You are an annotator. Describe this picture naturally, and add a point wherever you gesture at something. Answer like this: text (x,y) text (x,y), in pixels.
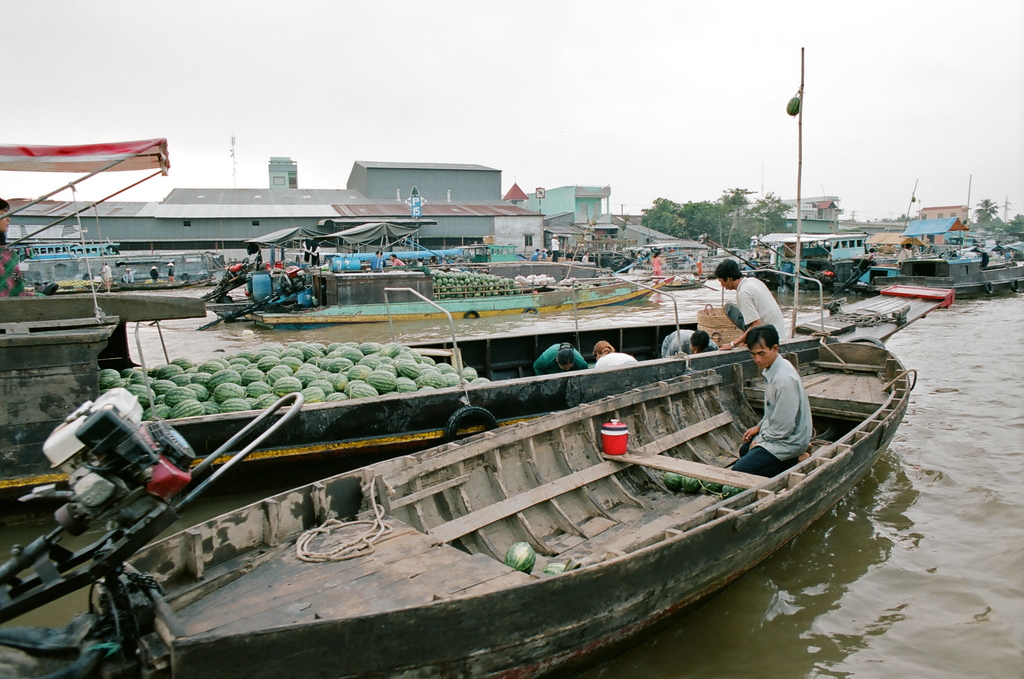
There are boats (883,313) on the water (1012,581). Here we can see few persons (746,457), watermelons (337,363), poles (189,494), boards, trees (980,221), and houses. In the background (749,199) there is sky (942,99).
